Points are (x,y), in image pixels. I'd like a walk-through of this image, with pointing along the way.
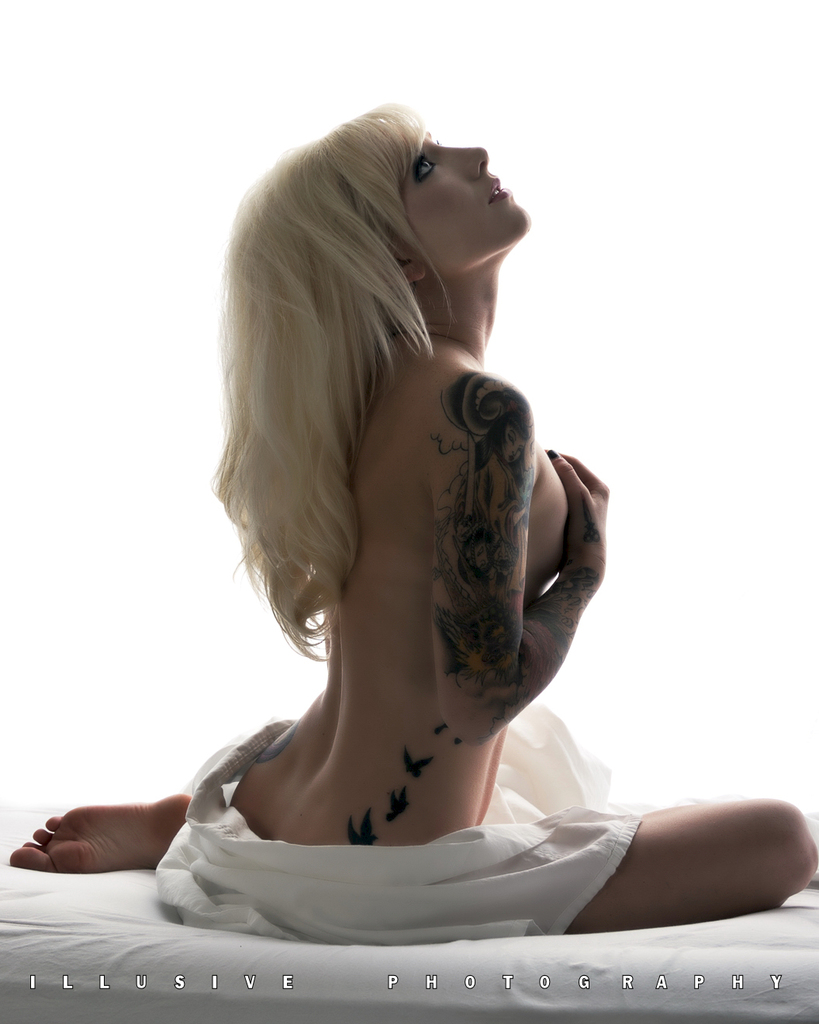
In the picture we can see a woman (716,822) sitting nude on the bed (485,986) which is white in color.
